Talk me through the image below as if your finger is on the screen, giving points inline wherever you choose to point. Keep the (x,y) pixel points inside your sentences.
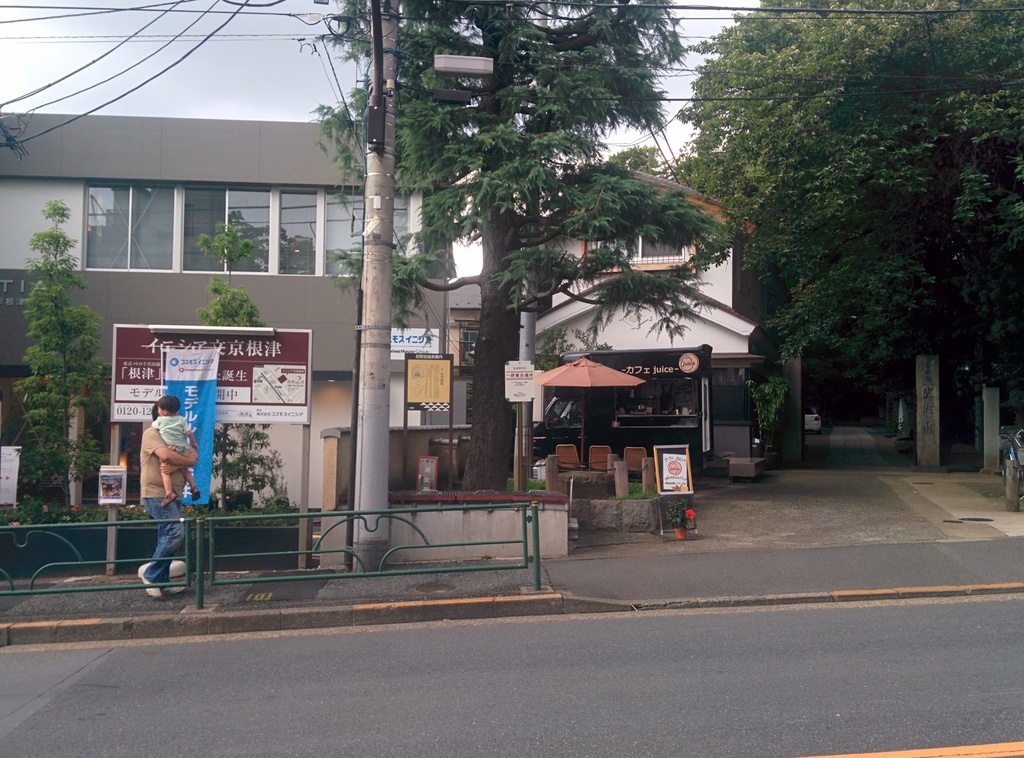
In the picture I can see a person (176,484) carrying a child (161,416) is walking on the sidewalk (57,610), here I can see steel railing (524,531), current poles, wires (48,6), boards (248,384), chairs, houses (699,343), trees (271,487), cars (595,437) parked on the road (844,429) and I can see the cloudy sky (72,24) in the background (59,113).
